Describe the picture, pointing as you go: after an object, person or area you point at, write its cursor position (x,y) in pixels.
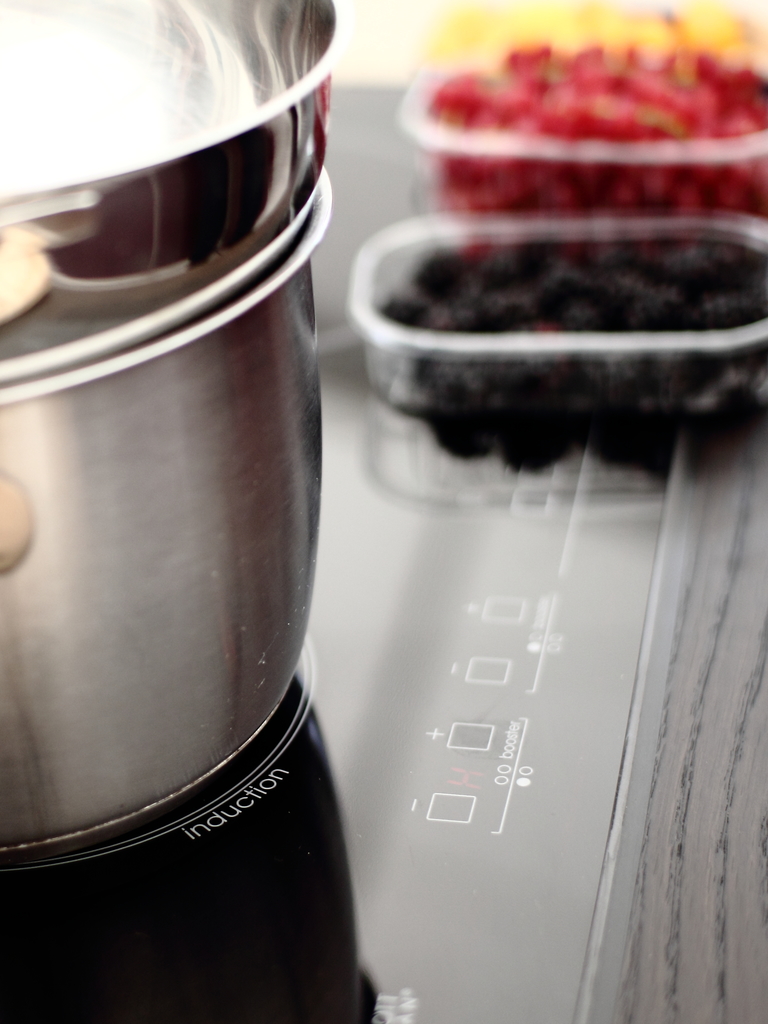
In this image we can see the induction base (435,716) with a vessel (197,479) and fruits (580,119) in disposable containers (488,347) on it.
